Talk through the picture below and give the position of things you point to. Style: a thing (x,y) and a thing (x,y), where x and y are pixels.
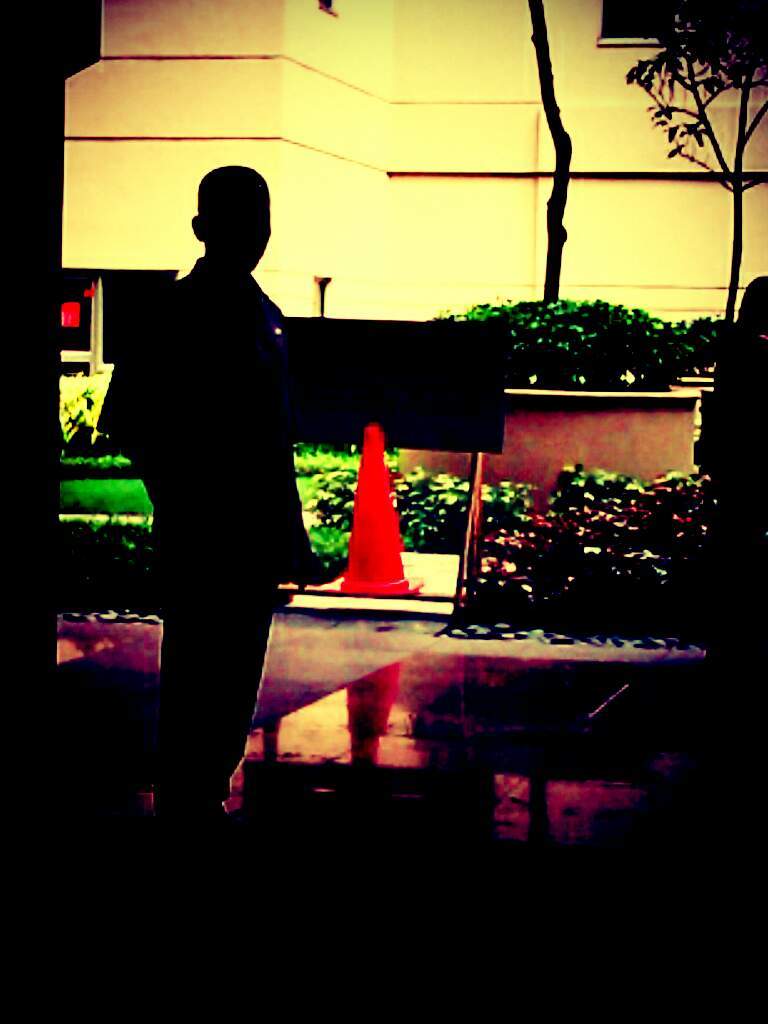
This is an edited picture. In this image there is a person (177,686) standing. At the back (355,276) there is a building (516,237) and there are trees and plants (651,544). On the left side of the image (175,599) there is a person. In the middle of the image (362,342) it looks like a board (394,392) and there is an object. At the bottom (416,814) there is a floor (616,809).
